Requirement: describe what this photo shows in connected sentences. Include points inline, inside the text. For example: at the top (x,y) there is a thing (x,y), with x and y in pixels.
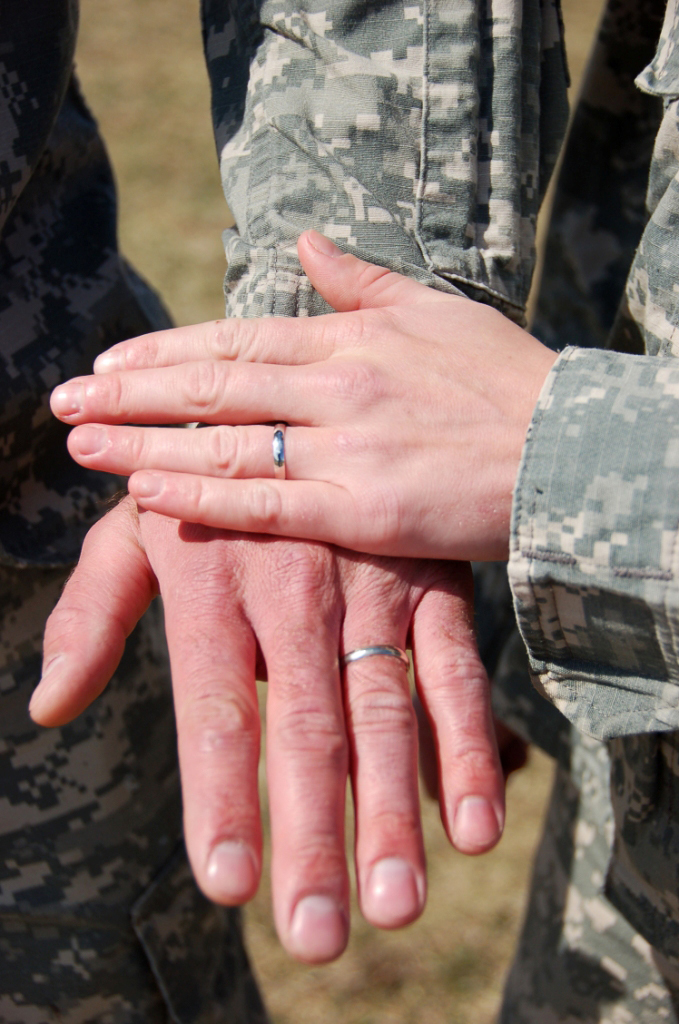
In the center of the image (288,344) we can see persons hand (248,498) and hand rings (379,654) are present. At the bottom of the image (442,958) ground (458,915) is there.
